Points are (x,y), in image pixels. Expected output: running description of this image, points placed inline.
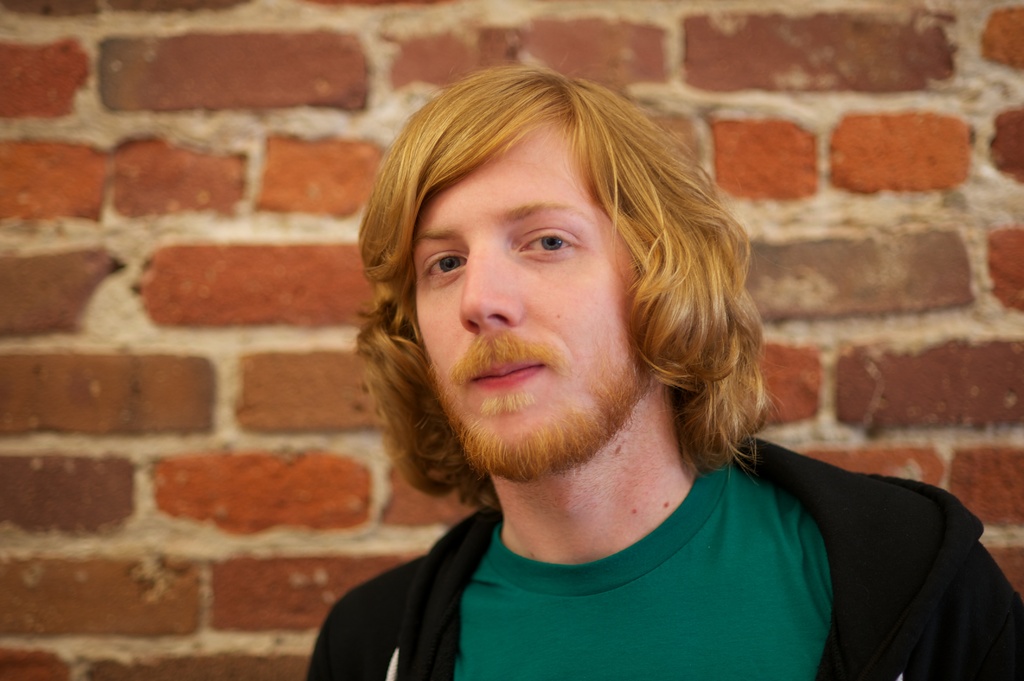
In this image we can see a man (711,416) on the right side (710,512). He is wearing a black color jacket (911,541). In the background (861,171), we can see the brick wall (297,261).
